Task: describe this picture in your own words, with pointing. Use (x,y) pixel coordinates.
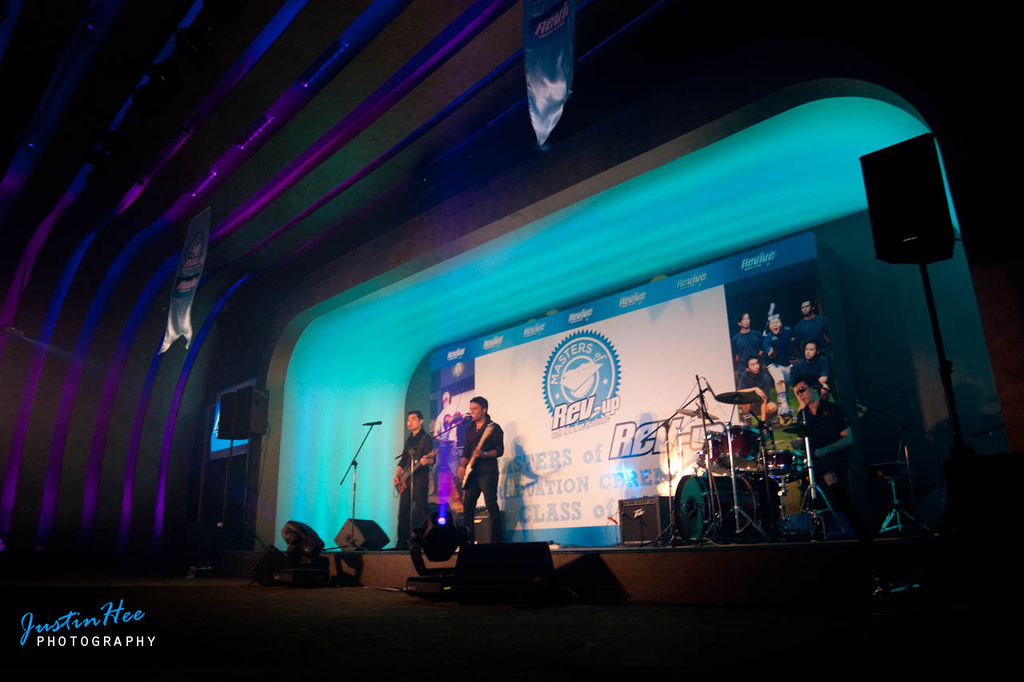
Here we can see few persons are performing on the stage (616,584) by playing musical instruments (701,535) and there are lights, speakers (467,566) and mics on the stands (816,483) and boxes (549,568) on the stage (718,547) and we can see a hoarding (625,447). There are banners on the roof top (220,275). There is a text (63,638) written on the image at the bottom (62,619) on the left side (71,619).
